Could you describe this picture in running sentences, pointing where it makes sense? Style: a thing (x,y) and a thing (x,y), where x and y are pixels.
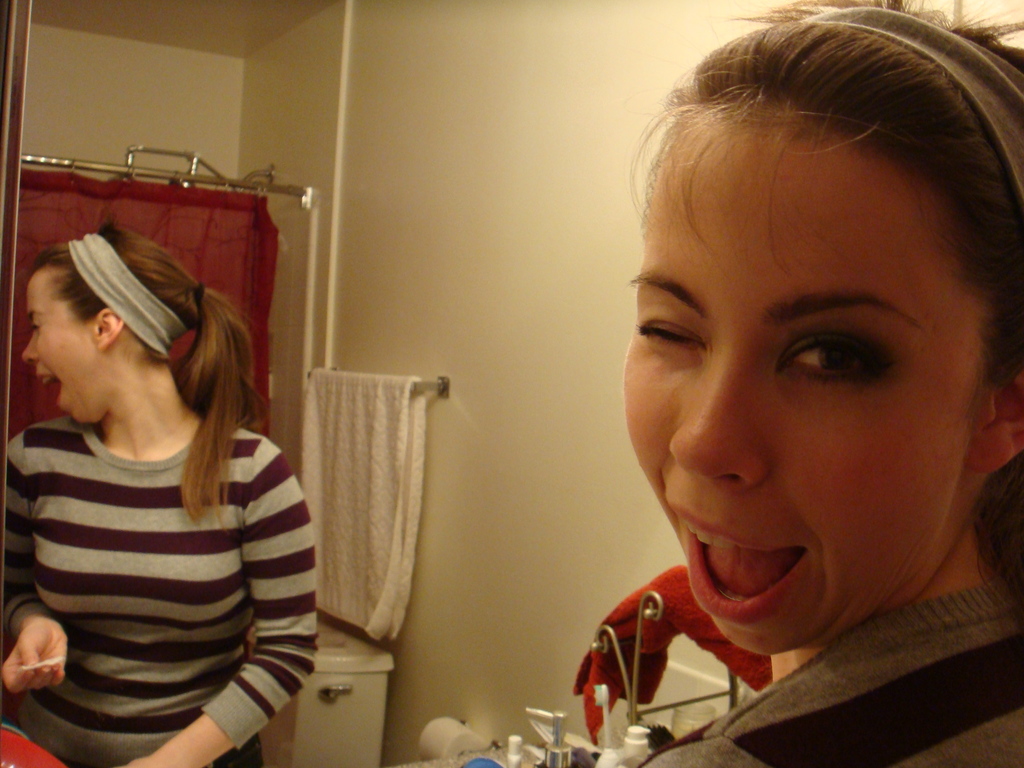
This image consists of a woman (897,508). In the front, there is a mirror (464,390). In which there is the reflection (200,550) of the same woman (206,464). At the bottom (628,733), we can see some cosmetics (678,720) along with a napkin (662,624) in red color. In the background (346,575), there is a towel (396,477) and a flush tank (335,645) along with a curtain (164,222). On the right (696,59), there is a wall (425,137).
